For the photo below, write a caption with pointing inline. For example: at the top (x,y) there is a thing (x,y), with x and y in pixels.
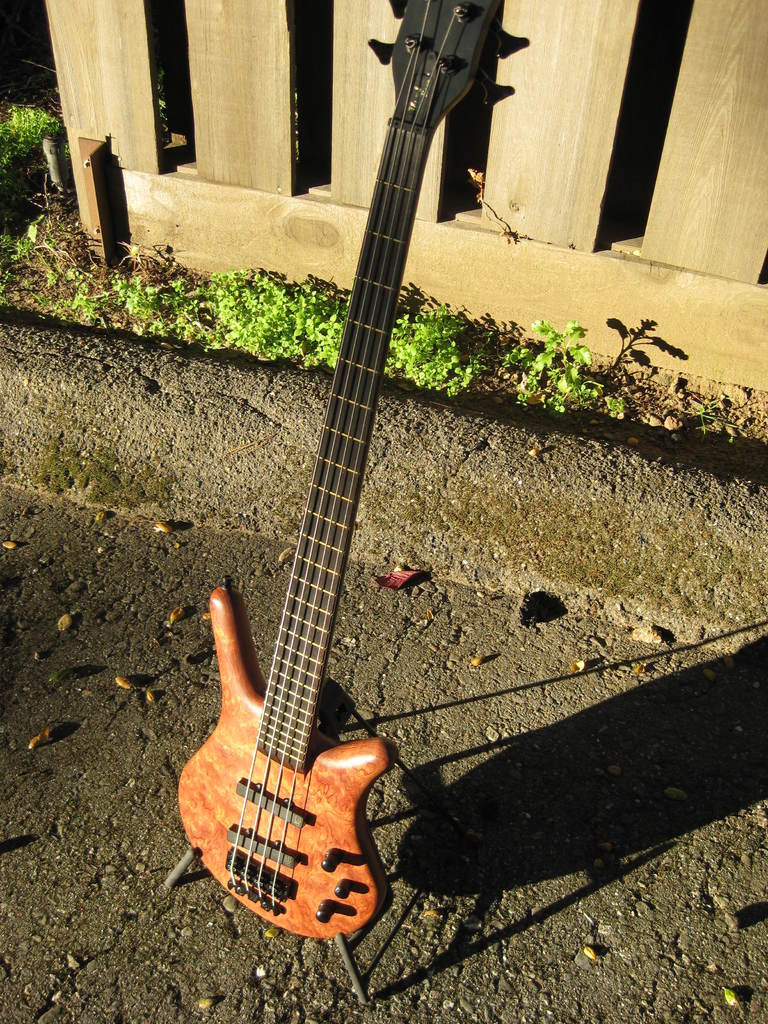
In the image we can see there is a guitar (395,250) which is standing on road (375,958).
